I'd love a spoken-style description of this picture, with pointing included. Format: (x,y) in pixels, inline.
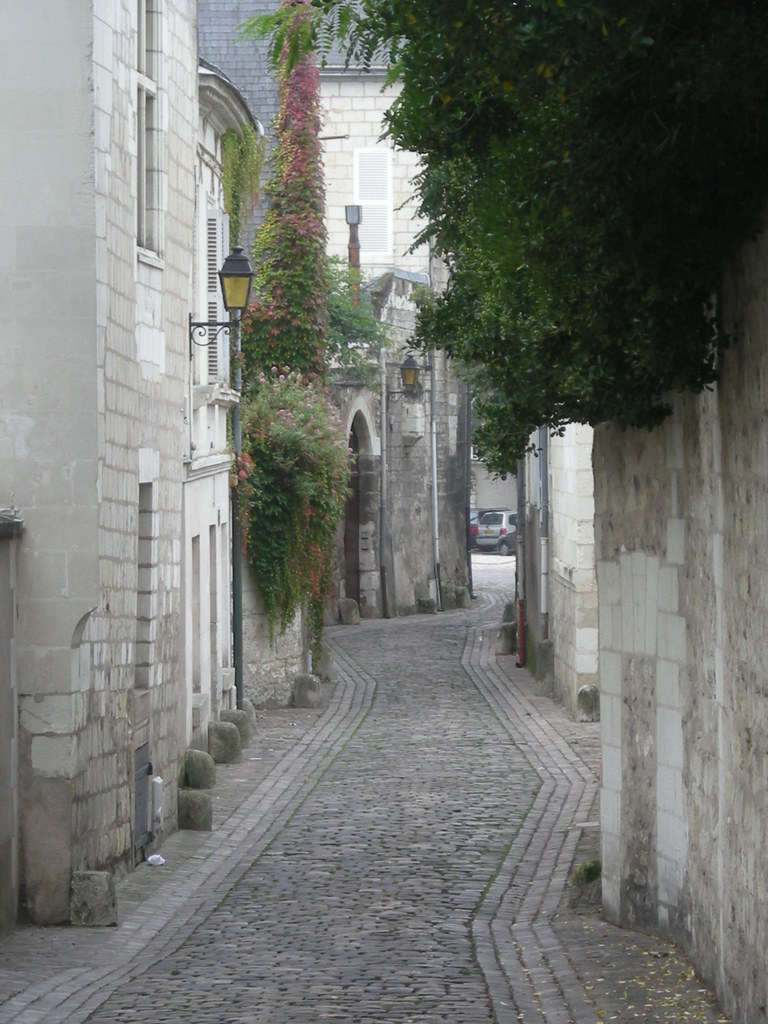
In the center of the image (457,628) there is a walkway (460,744) and there are buildings (117,174). We can see trees (595,382). There is a car (475,530) and we can see lights (411,382).
